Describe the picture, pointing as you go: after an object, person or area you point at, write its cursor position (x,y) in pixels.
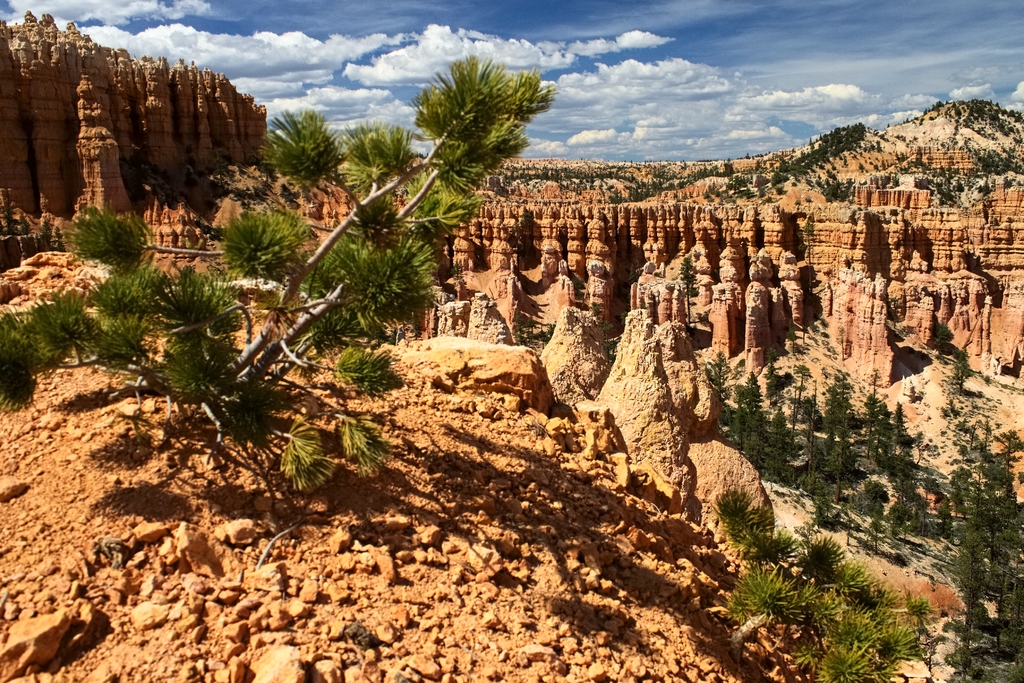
In the image there are many hills (533,222) and in between them there are trees (144,298).
